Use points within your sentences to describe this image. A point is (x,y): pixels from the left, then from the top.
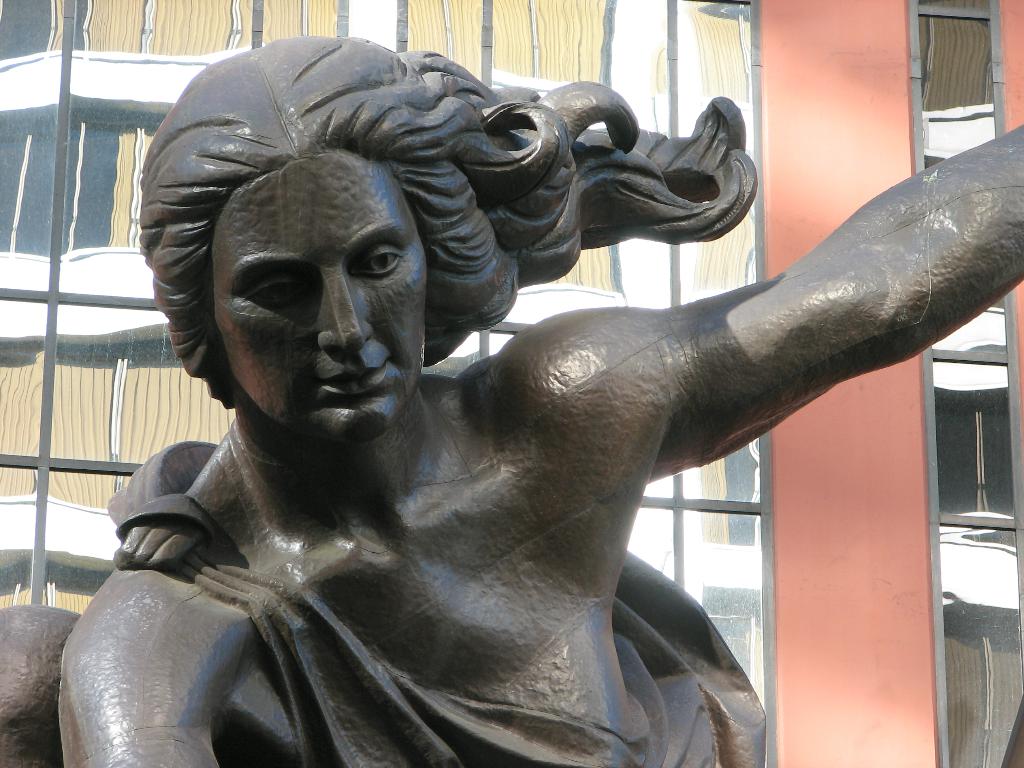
In this image there is a sculpture (428,451) of a person (417,449), behind the sculpture (414,397) there is a glass window (642,81), outside the window (518,17) there are few windows (580,5) of a building (693,59).
